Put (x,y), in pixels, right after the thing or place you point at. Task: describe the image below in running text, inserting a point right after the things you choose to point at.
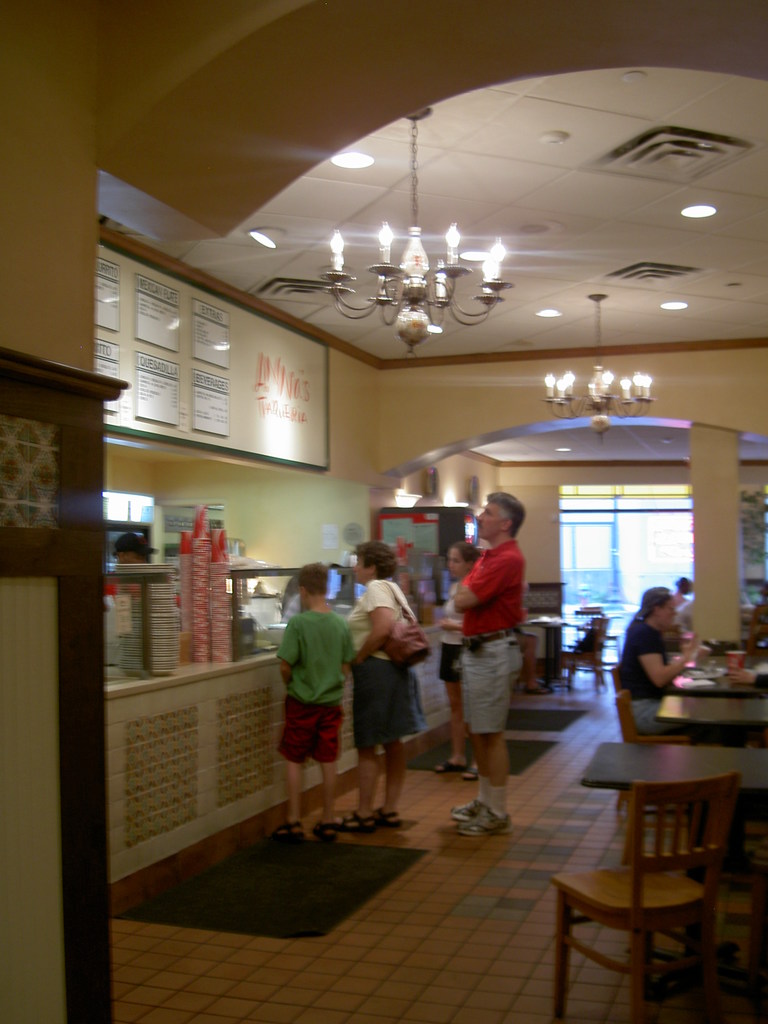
In this image I can see people (679,600) where few of them are sitting and rest all are standing. I can also see few chairs (675,798), tables (686,775) and number of glasses (193,575).
